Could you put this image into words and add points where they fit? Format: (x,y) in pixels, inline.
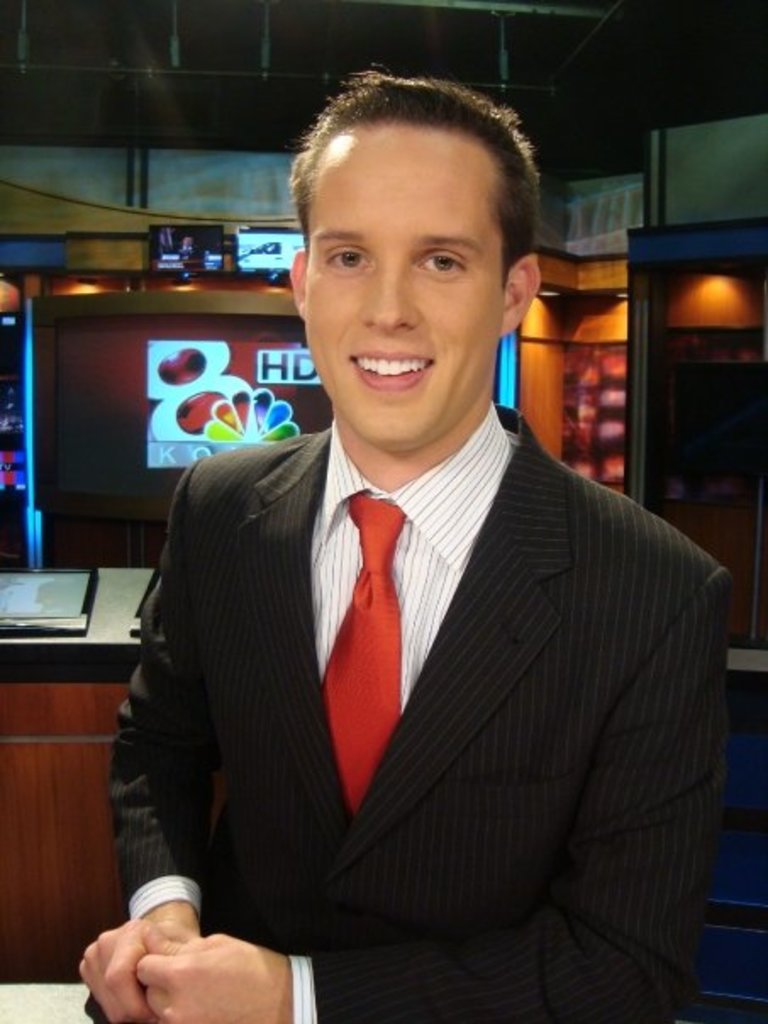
In this image there is a man (410,660), he is wearing white color shirt (437,542), black coat (422,802), red tie (400,698), in the background (625,195) there is a studio (83,641).
